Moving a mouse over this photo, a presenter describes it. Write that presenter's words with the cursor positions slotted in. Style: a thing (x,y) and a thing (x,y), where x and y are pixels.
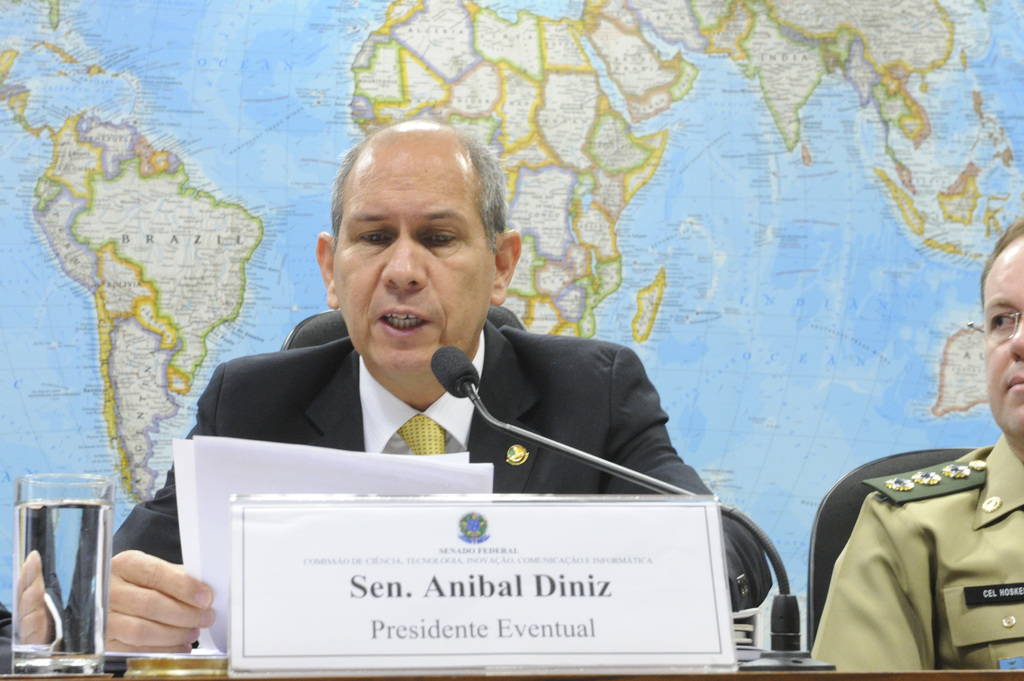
In the foreground of this image (700,612), there are two men (428,292) sitting on the chairs (822,520) and in front of one man (413,320) there is a mic (486,415), name board (344,592) and the glass (36,575) on the table (789,679) and he is also holding papers (245,473) in his hand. In the background (368,18), there is a map (244,114).
